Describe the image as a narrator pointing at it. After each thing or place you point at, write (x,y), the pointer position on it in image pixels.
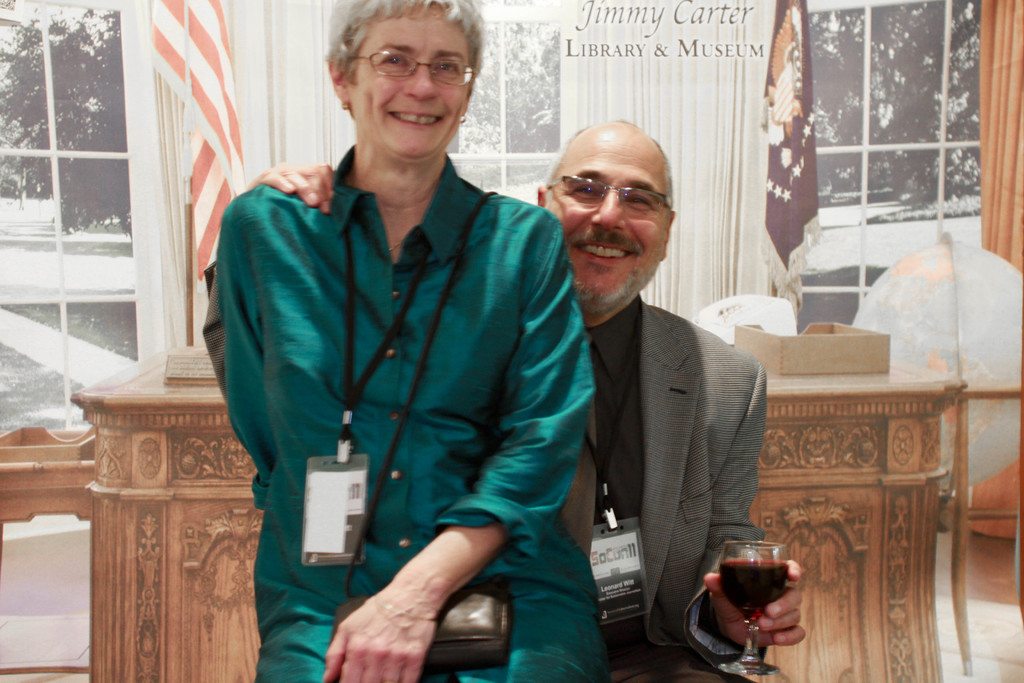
In the picture there are two people (380,122), one woman (380,122) and one man (708,532), the woman (501,398) is sitting above the man (684,359) she is smiling, she is wearing green color dress (381,376) and an id card (333,544), behind the woman (378,512) the man (652,448) is wearing grey color coat (670,571) and id card (616,532) he is smiling, he is holding drink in his left hand (707,583), behind them there is a table (784,426) in the background (813,244) there is a poster (615,85) of a window (512,50) and some flags (211,107).
